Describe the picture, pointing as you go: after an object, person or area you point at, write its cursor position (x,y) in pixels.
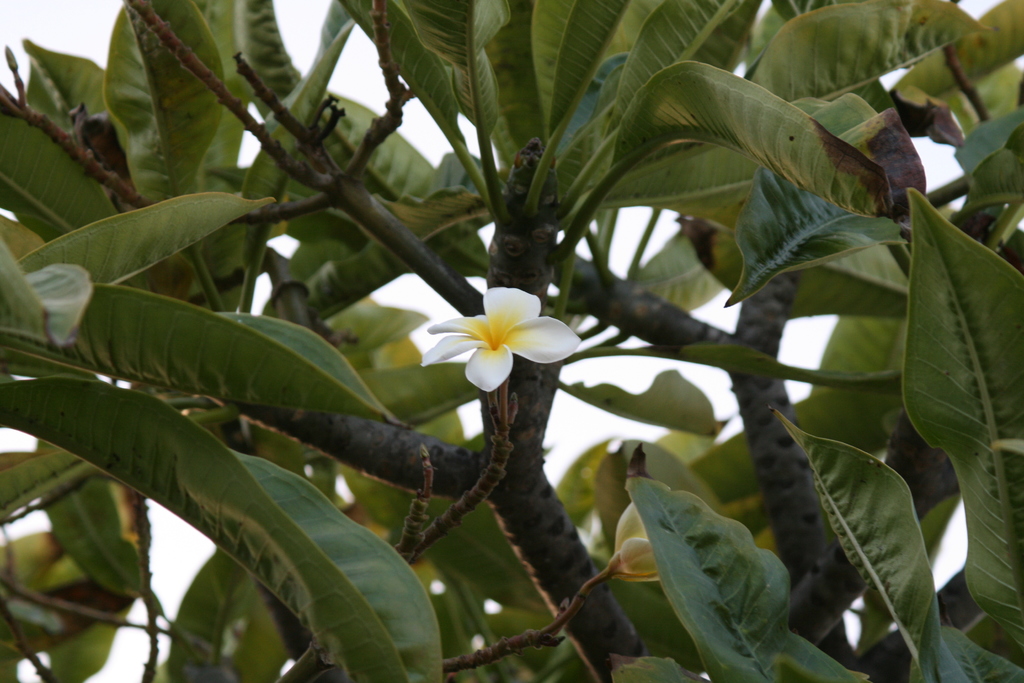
This is the picture of a tree (780,397). In this image there are white colored flowers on the tree (436,530). At the top (344,77) there is sky (369,73).
